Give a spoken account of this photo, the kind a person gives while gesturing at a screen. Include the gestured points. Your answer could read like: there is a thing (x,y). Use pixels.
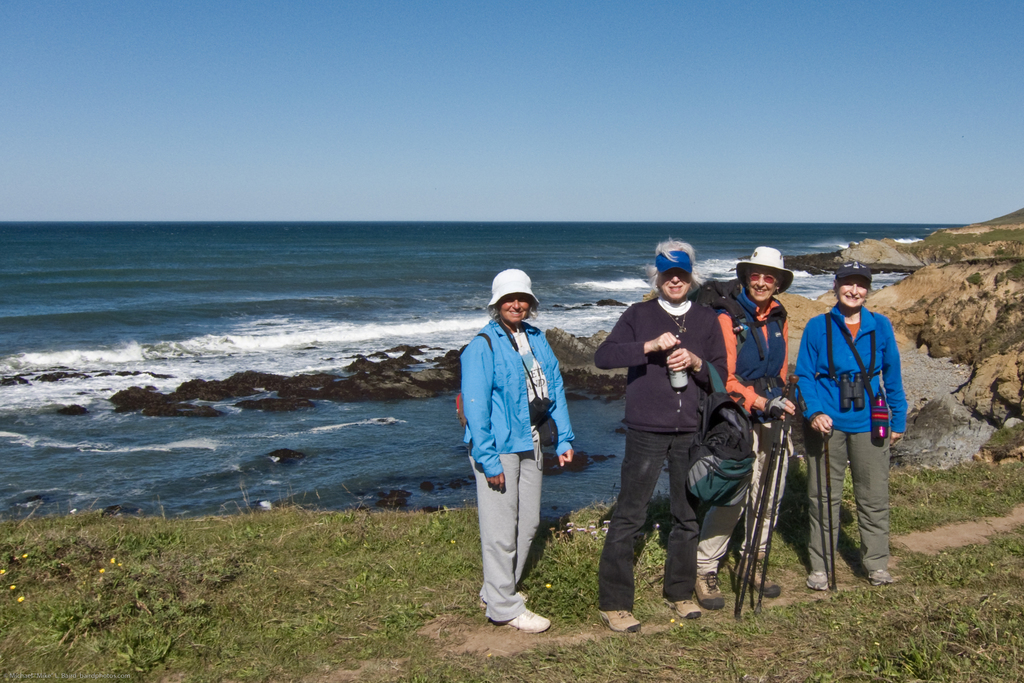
Here in this picture there are four ladies (627,406) standing. They are wearing caps (506,275) on their heads (666,256). And the lady (509,410) with blue color jacket (510,407) is hanging a camera (539,406) around her neck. And at the background (413,336) there is a beach (276,279). And the blue sky (496,100) on the top (534,111). There are small hills (957,311) on the right corner (993,321). And a grass (932,627) at the bottom (839,644).
